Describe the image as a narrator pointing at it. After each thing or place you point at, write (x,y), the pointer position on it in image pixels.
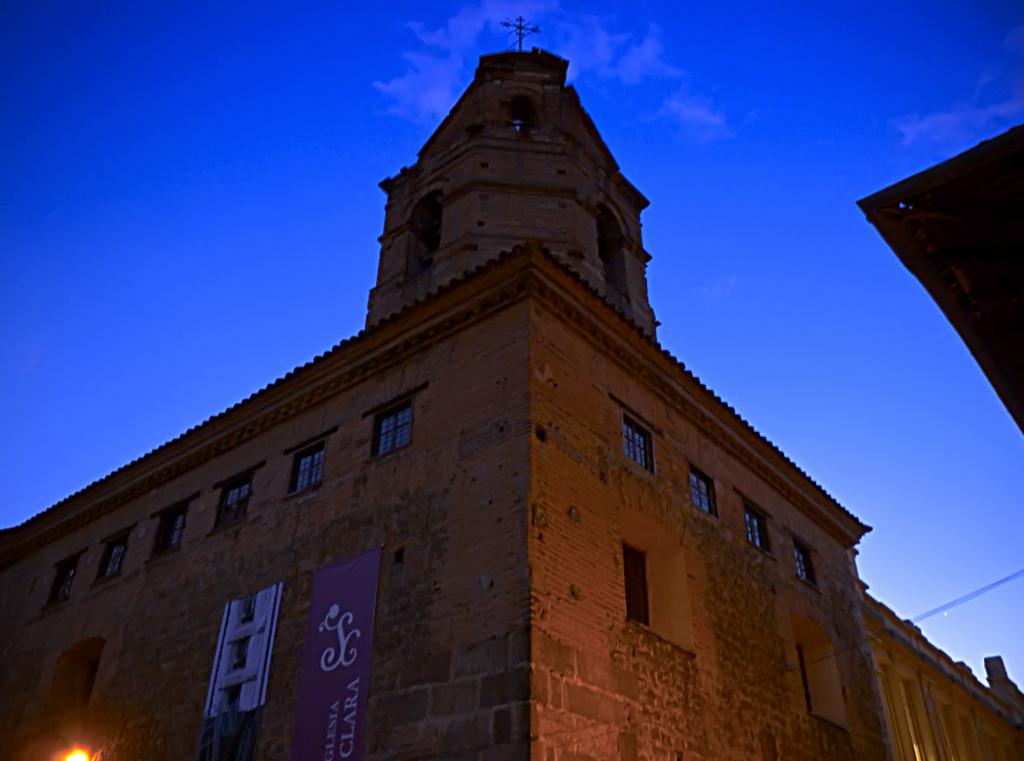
In this image, I can see a building (516,666) with the windows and boards (338,670) attached to a building wall (407,626). At the top of a building (510,163), I can see a holy cross symbol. In the background (449,34), there is the sky (233,105).
